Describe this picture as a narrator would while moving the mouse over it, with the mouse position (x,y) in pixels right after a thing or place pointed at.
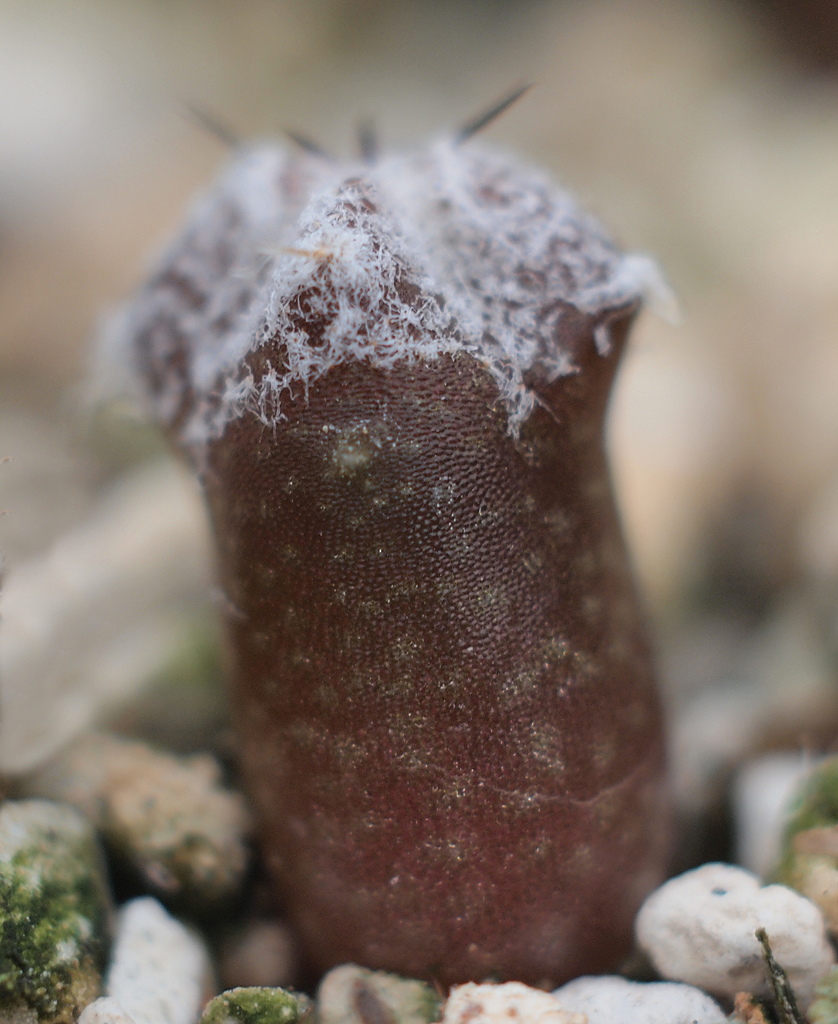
In this picture, it is looking like a cactus (439,833) and behind the cactus (432,855) there is a blurred background (186,38).
